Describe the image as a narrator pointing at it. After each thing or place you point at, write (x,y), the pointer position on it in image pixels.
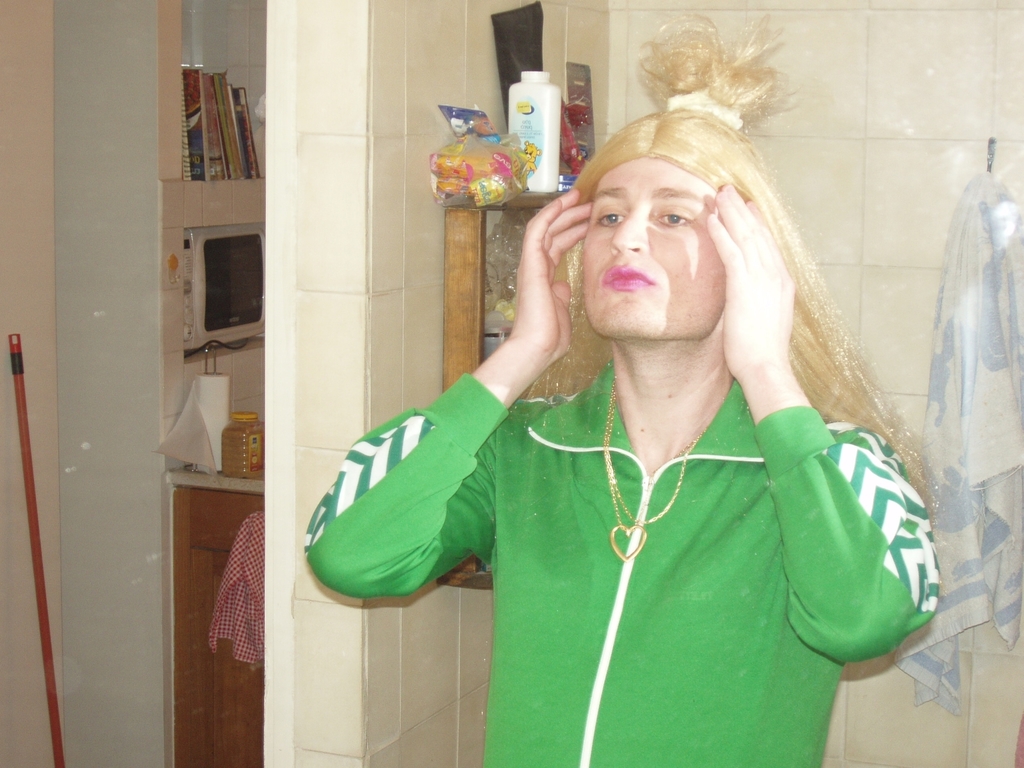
In the foreground of this image (626,470), there is a man (644,526) in green color dress (597,565) is standing. In the background (443,666), there is a wall (405,228), a shelf (475,222) on which few objects (511,195) are placed, a cloth (967,304) hanged to a wall (392,240) and in the background (223,285) there is a microwave (220,273) and few books (234,155) are in a shelf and a stick (13,349) is placed to the wall (34,647).
